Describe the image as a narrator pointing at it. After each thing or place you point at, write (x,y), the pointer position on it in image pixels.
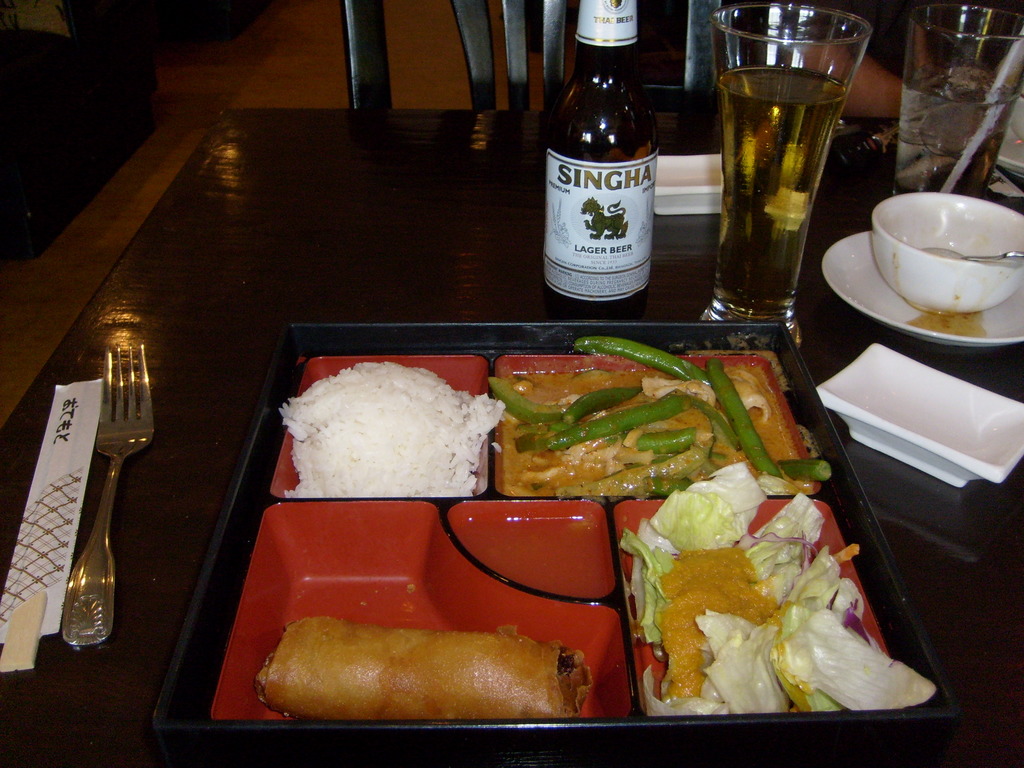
Here I can see a table (281,273) on which a tray (264,407), fork (108,555), bottle (603,159), glasses (770,257), bowls (890,266), spoons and some other objects (67,522) are placed. On the tray (561,533) I can see some different food items (514,464). At the top (513,44) there is a chair (365,59) and also I can see the floor (221,65).
